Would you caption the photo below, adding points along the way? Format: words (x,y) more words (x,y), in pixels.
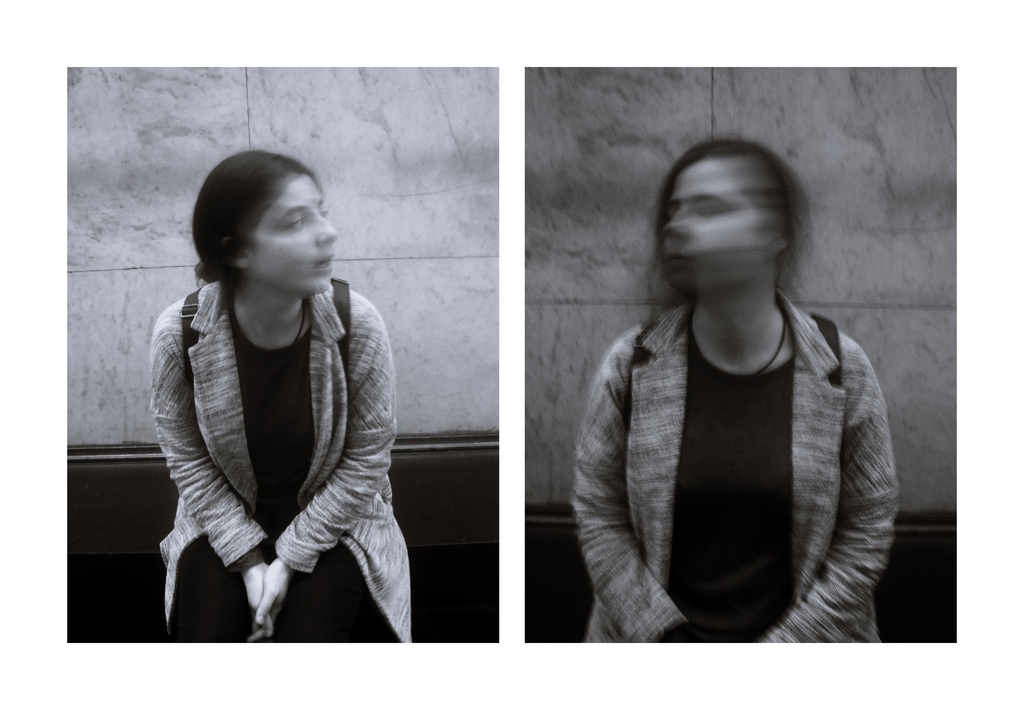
In this image, we can see the photocopies (405,332) of a person (694,282). Among them, one of the photocopies (729,369) is blurred. We can also see the background (145,232).
